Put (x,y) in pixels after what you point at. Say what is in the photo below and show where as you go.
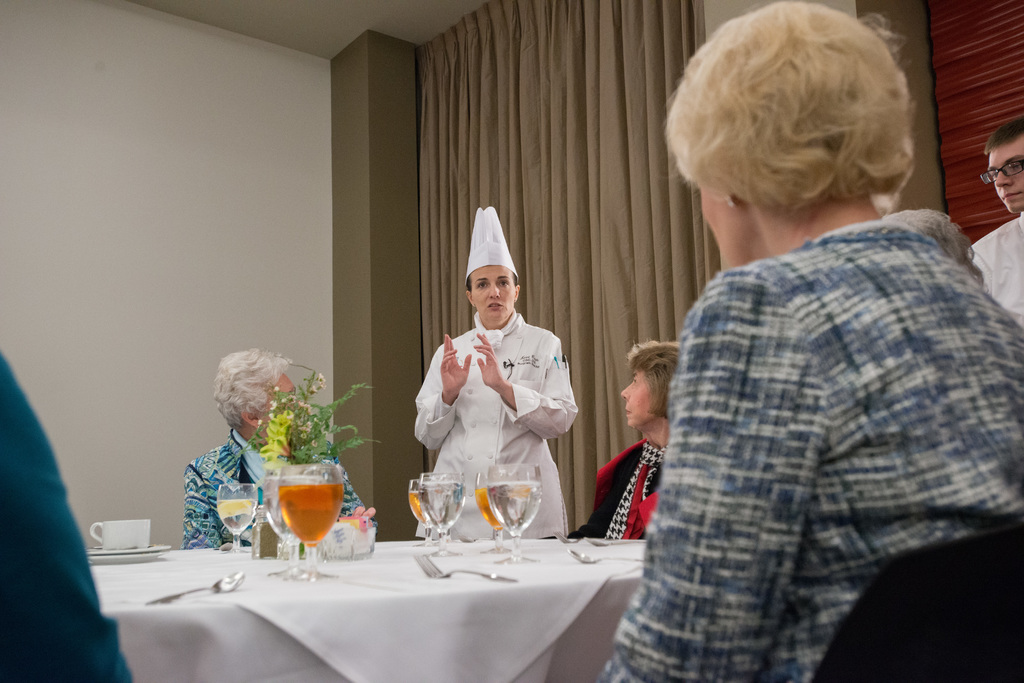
In this image i can see group of people (765,535) three women (664,429) are sitting one women (492,300) is standing and talking, and man (1003,226) is standing and seeing. At the back ground (977,216) i can see a wall (354,162) and a curtain (444,123), in front (287,532) i can see few glasses (307,529), a cup (138,522), few spoons (236,587) on table (453,591).
